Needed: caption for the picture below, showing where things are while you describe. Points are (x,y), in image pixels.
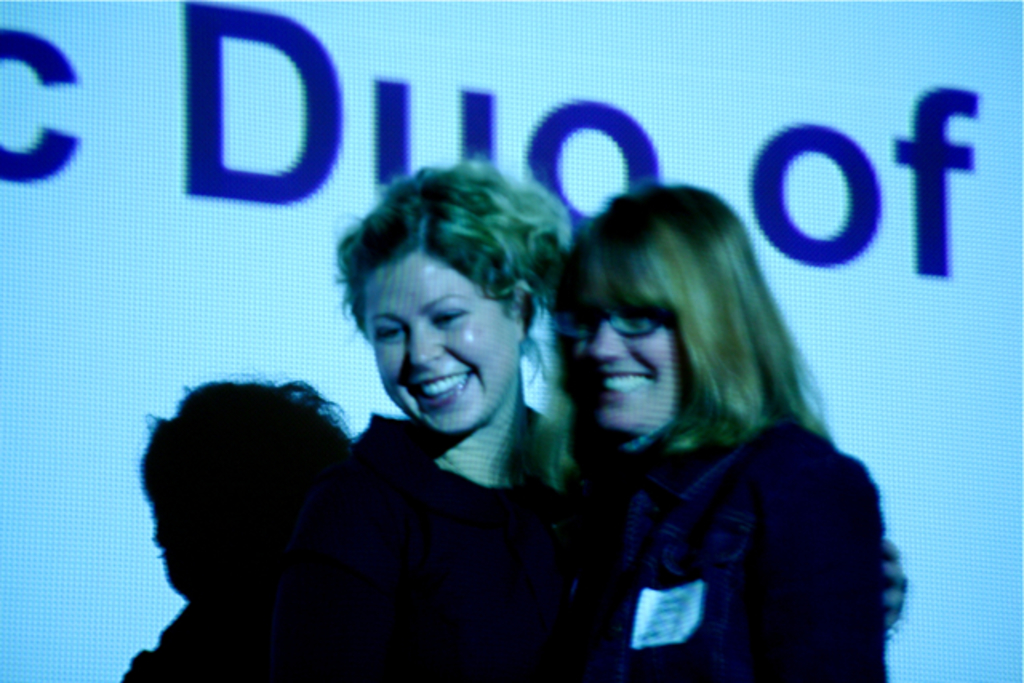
In this picture we can observe two women (433,447) standing and smiling. Both of them were wearing black color dresses (476,548). One of them was wearing spectacles (626,334). In the background (634,131) there is a projector display screen (167,307) which is in white color.
